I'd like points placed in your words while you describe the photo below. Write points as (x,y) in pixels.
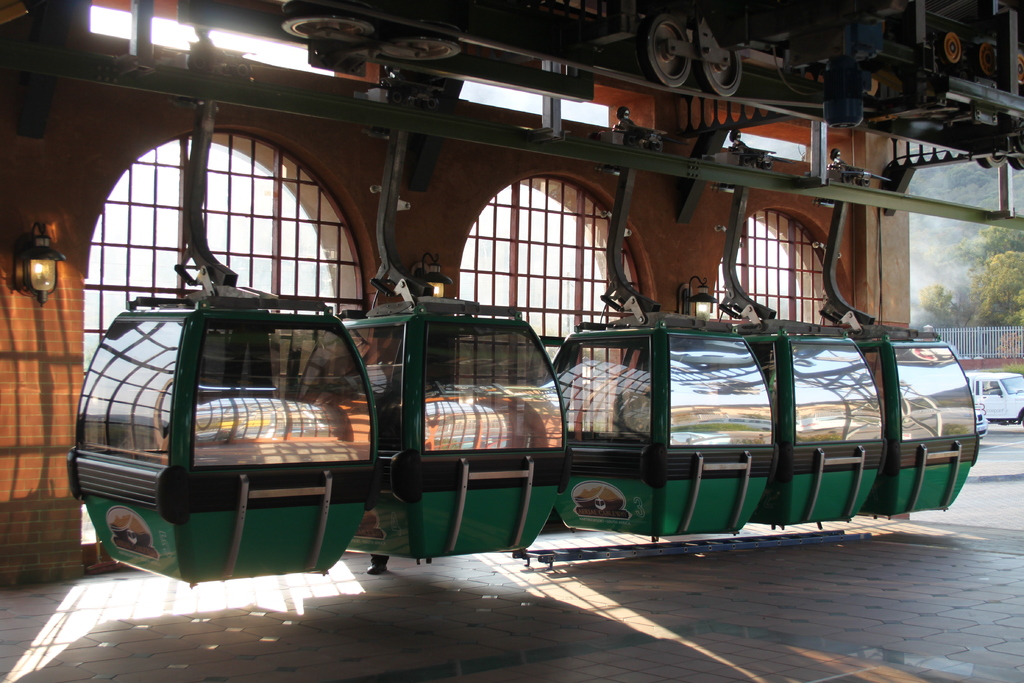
In this image we can see ropeways (569,366), poles (392,164), mechanical instruments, wheels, there are windows (486,253), lights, trees (985,301), there is a vehicle (1010,384), also we can see the wall (646,94).
